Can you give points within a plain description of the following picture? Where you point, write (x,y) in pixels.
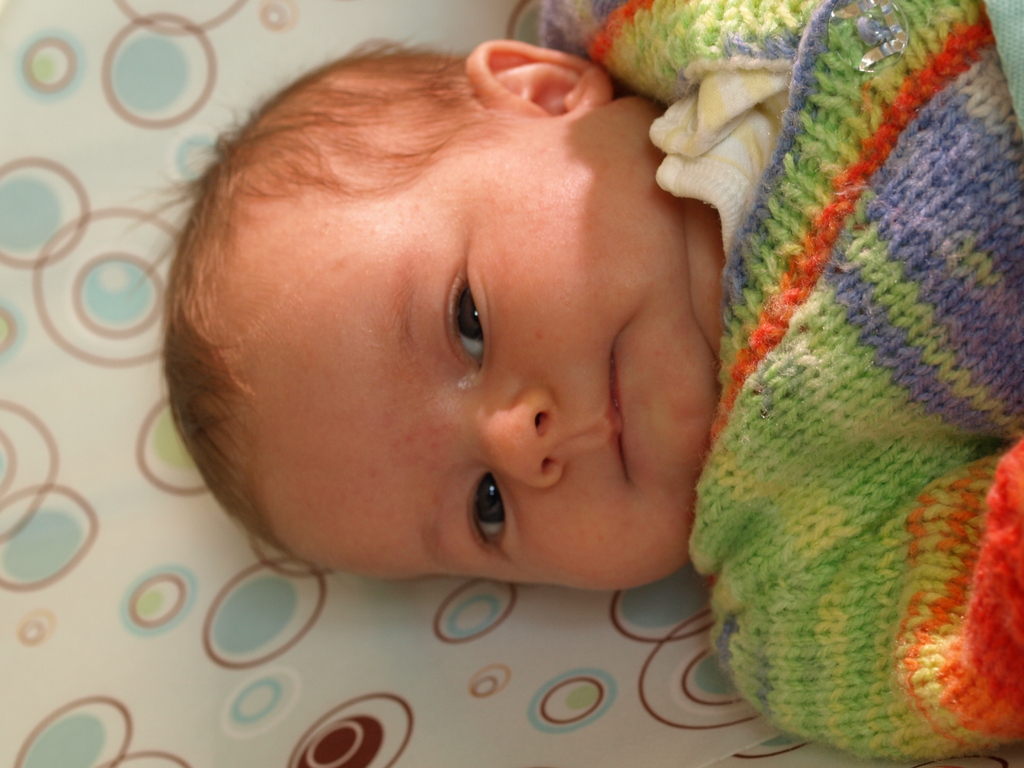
In this image there is one baby (443,439) who is smiling on bed (315,688).
